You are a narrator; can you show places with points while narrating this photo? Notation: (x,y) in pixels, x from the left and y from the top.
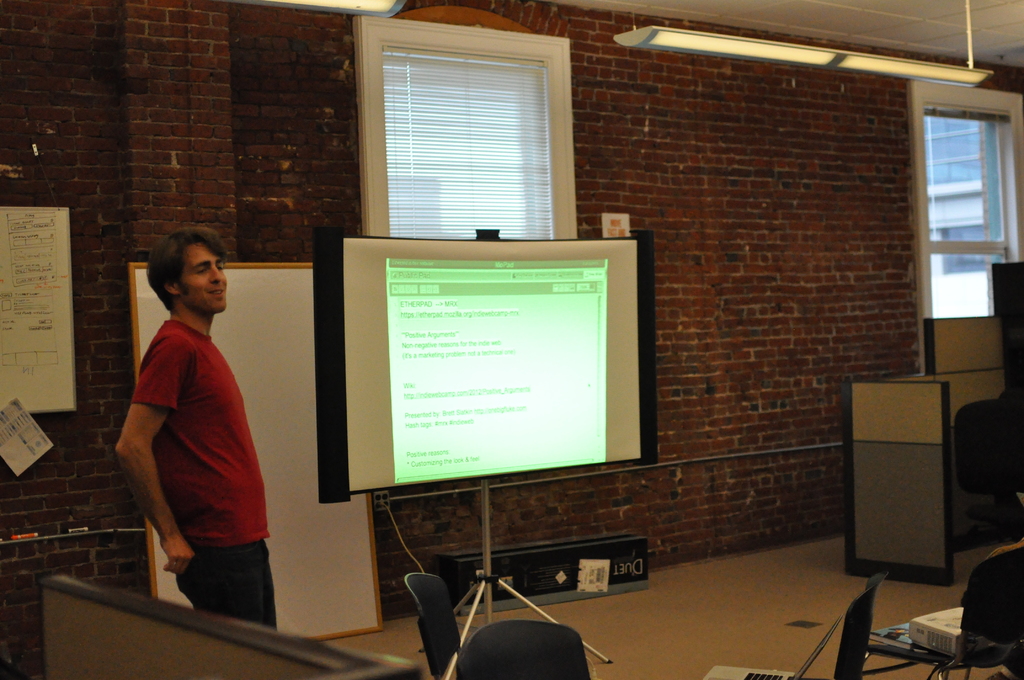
in this image i can see a man (194,409) on the left side (194,409) wearing red t shirt (225,400). right to him is a projector display (506,398). behind it there a brick wall (712,205) and 2 windows (480,173).
